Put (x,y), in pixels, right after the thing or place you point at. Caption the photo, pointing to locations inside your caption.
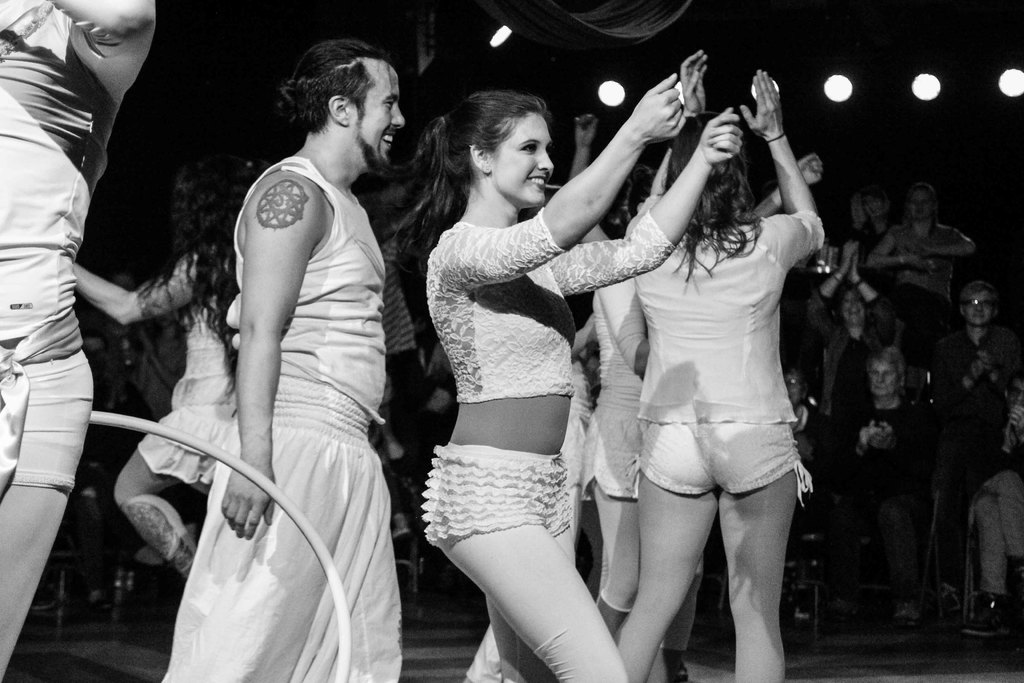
There are people (530,331) in motion and we can see object (335,577). In the background (887,101) we can see people (904,252) and lights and it is dark.
